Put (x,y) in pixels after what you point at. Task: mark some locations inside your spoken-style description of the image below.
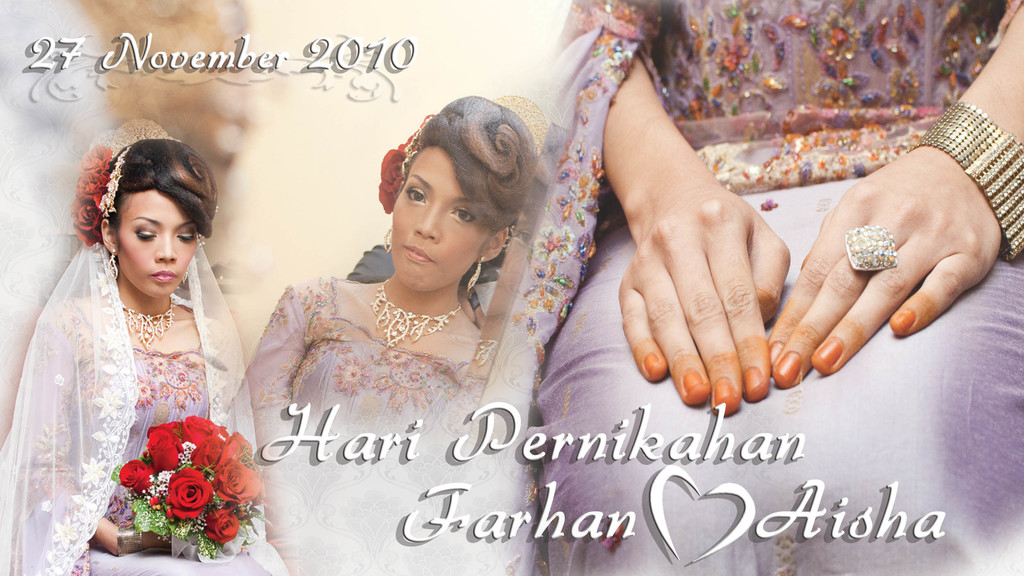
In this image we can see a woman (235,336) wearing dress (63,321), necklace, earrings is holding a flower bouquet (146,515) in her hands (114,542) and sitting. Here we can see the close view of a woman (846,339). Here we can see some edited text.
